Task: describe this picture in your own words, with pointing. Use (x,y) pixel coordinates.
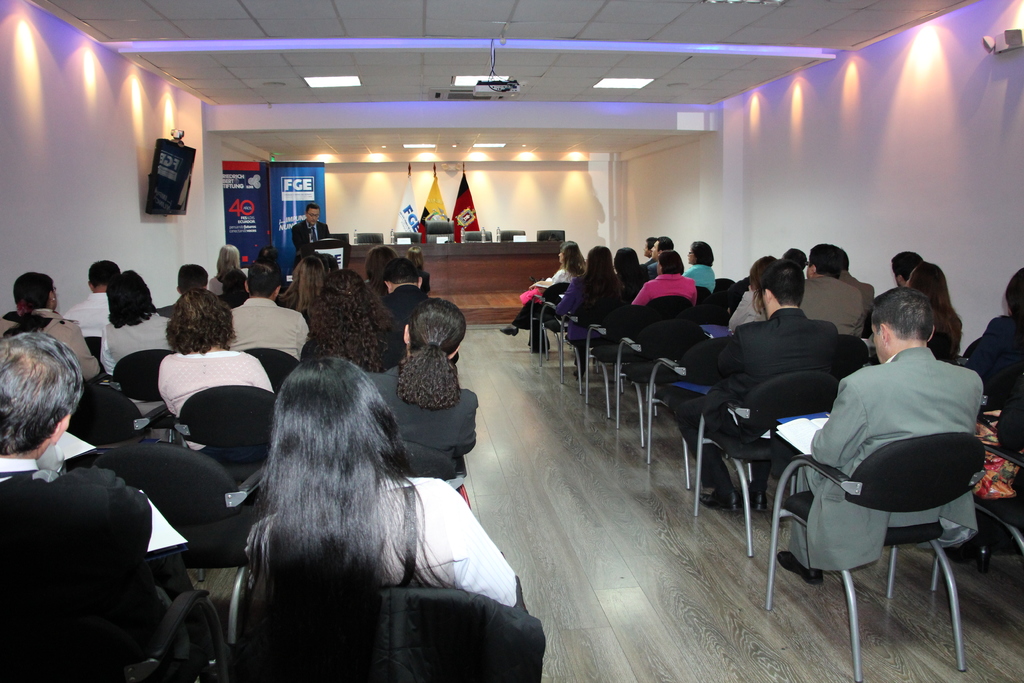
In the image in the center (430,366) we can see group of people (439,355) were sitting on the chair (225,412) and few people (736,378) were holding file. In the background (346,115) we can see wall (684,159), roof (559,73), lights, banners (302,189), table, chairs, flags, one person (308,227) standing and few other objects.
